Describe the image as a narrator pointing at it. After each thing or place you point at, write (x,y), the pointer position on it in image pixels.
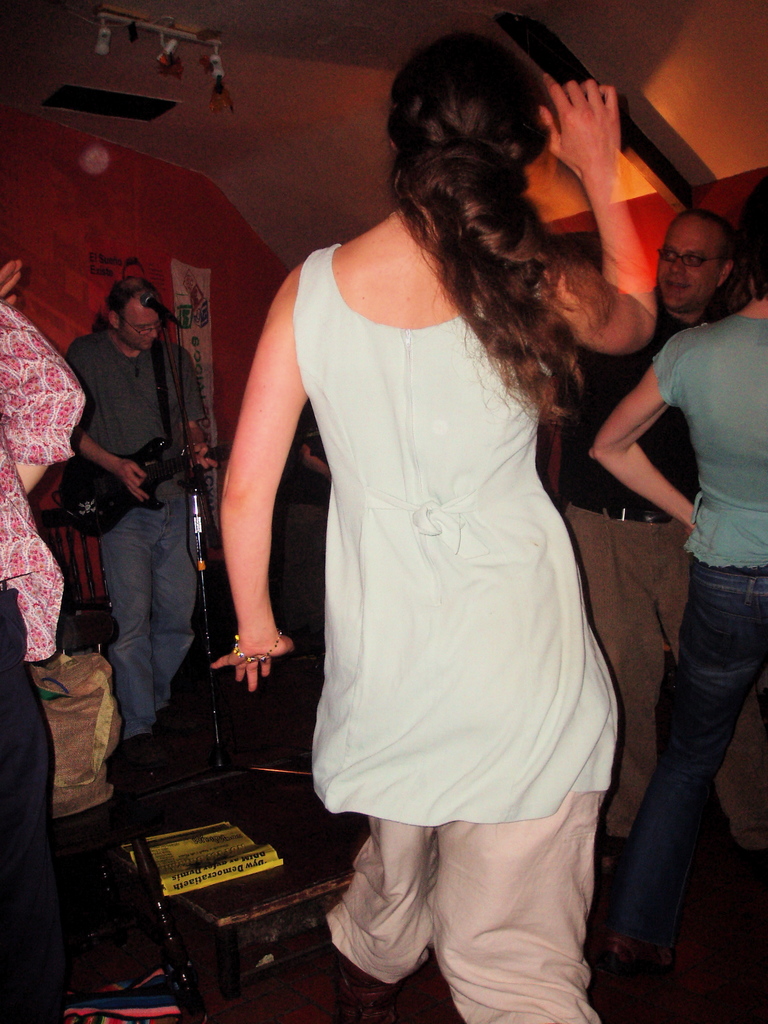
In the image in the center (405,564) we can see few people (422,231) were standing and the center person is dancing. And we can see table (214,890), bags (95,710) and microphone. In the background (692,170) we can see wall (215,244), roof (709,5), light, banner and few other objects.
